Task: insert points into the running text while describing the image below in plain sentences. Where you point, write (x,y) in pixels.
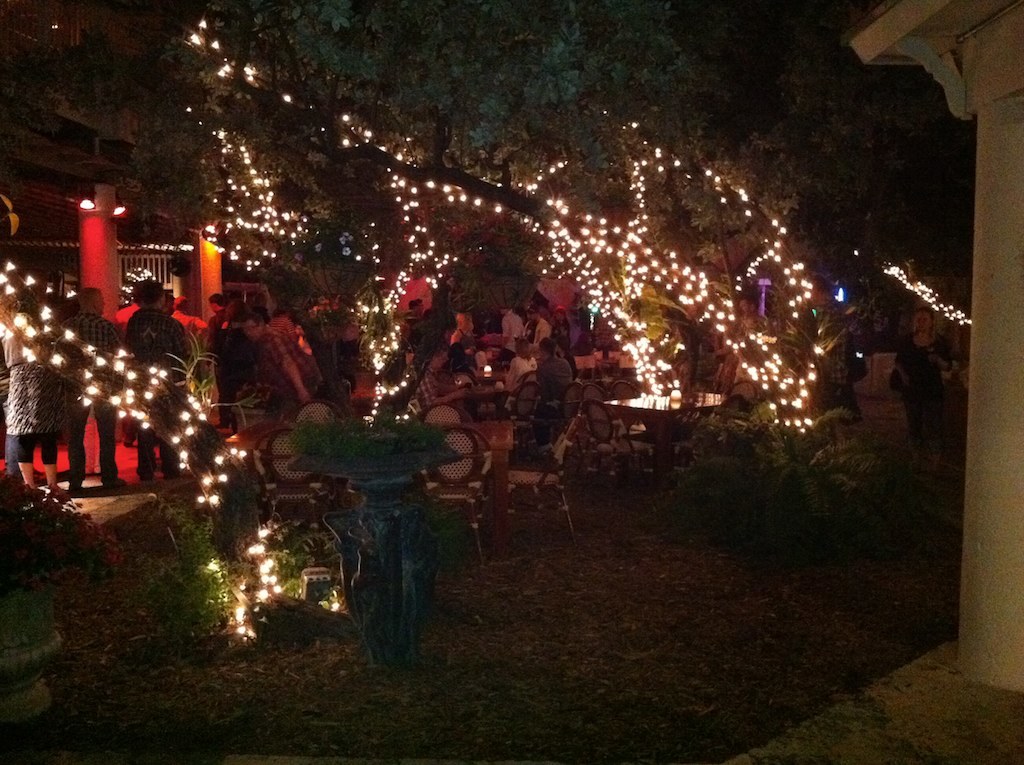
In the image we can see there are many people (168,342) wearing clothes (136,330), some are standing and some of them are sitting on the chair (585,407). There are trees (488,36), plant (193,592), fence (143,256), pillar (107,257) and lights (615,306).
